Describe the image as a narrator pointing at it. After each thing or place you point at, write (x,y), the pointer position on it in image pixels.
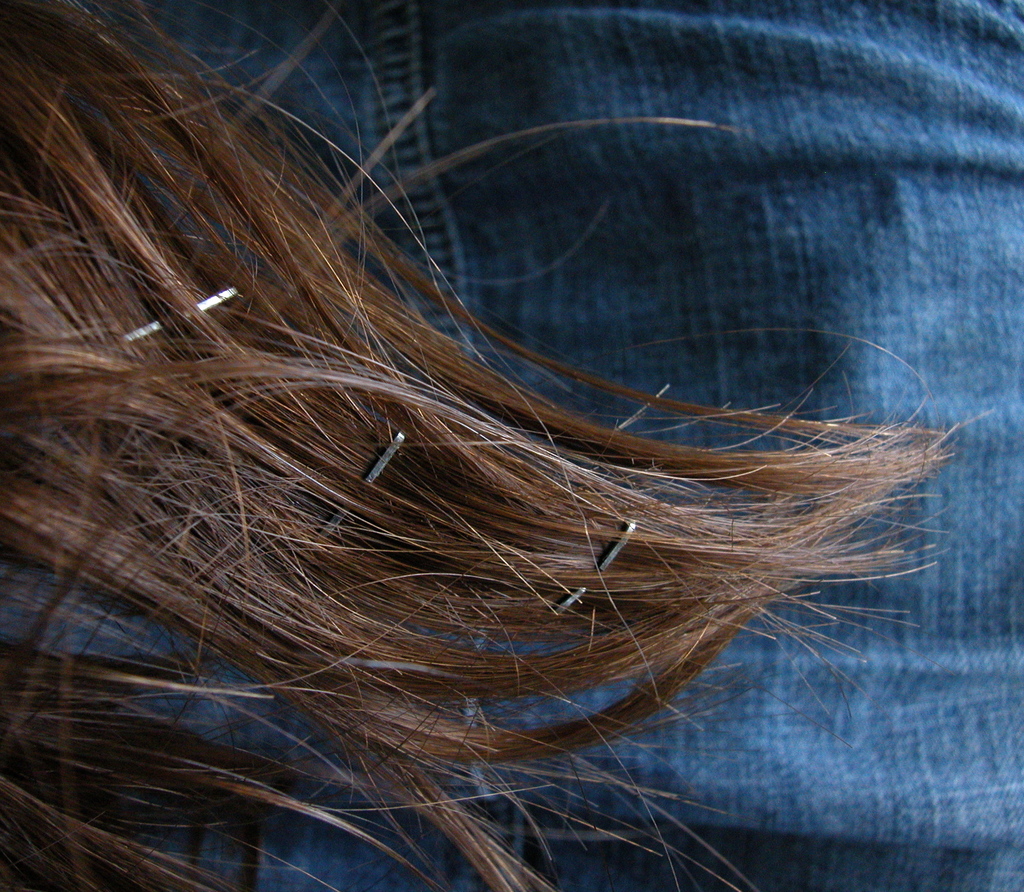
There are hair (521,672) in the foreground area of the image (323,487) and there is a jeans (476,307) in the background area (555,319).
